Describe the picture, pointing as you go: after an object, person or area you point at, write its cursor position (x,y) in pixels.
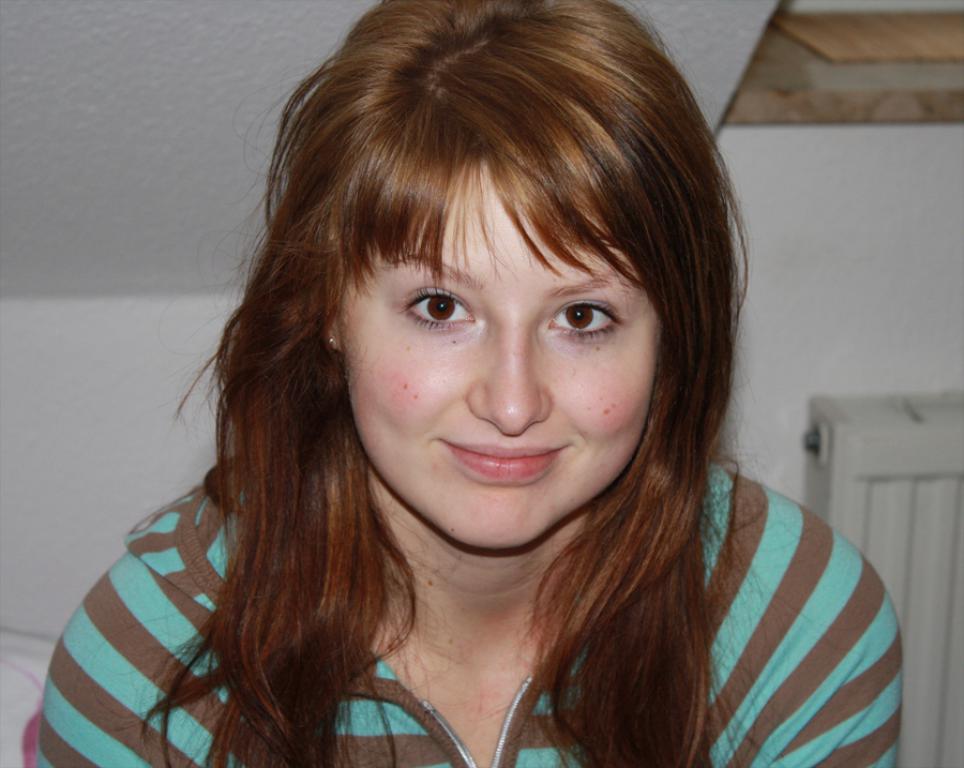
Here I can see a woman (479,537) is smiling by looking at the picture. On the right side (916,546) there is a white color object (917,494). In the background (175,256) there is a wall (156,162). In the top right-hand corner (841,56) there is a wooden plank (850,50).
